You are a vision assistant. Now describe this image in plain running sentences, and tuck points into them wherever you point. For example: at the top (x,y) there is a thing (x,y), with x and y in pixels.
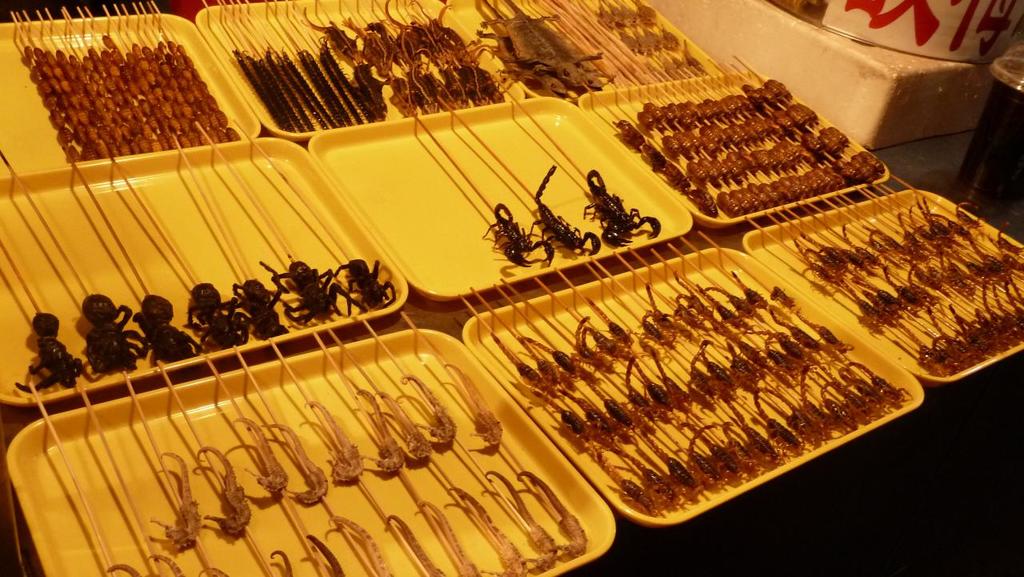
In this picture we can see the animals (319,59) with the sticks (630,60) and the animals (567,222) are on the yellow trays (635,287). On the right side of the trays (605,106) there are some objects (997,140).
